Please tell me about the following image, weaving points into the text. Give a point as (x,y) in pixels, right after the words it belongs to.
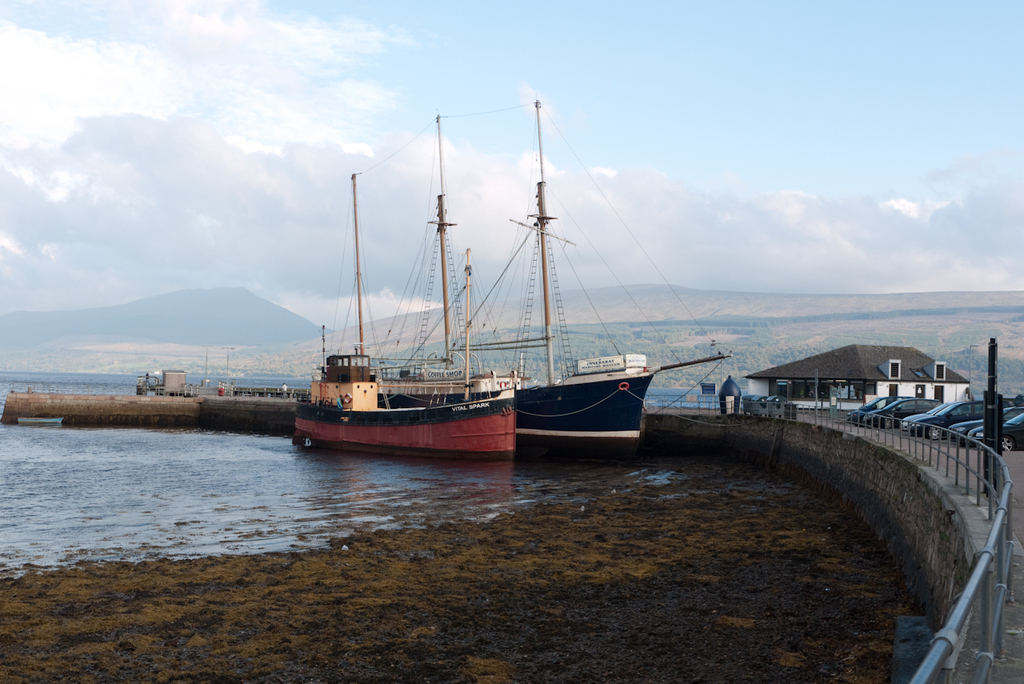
In this image there are two ships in the water (445,509), mud (500,608), few vehicles (950,414), boards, a person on the bridge (930,458), there are few poles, a building (851,373), few mountains (567,317) and some clouds (509,170) in the sky (262,187).
